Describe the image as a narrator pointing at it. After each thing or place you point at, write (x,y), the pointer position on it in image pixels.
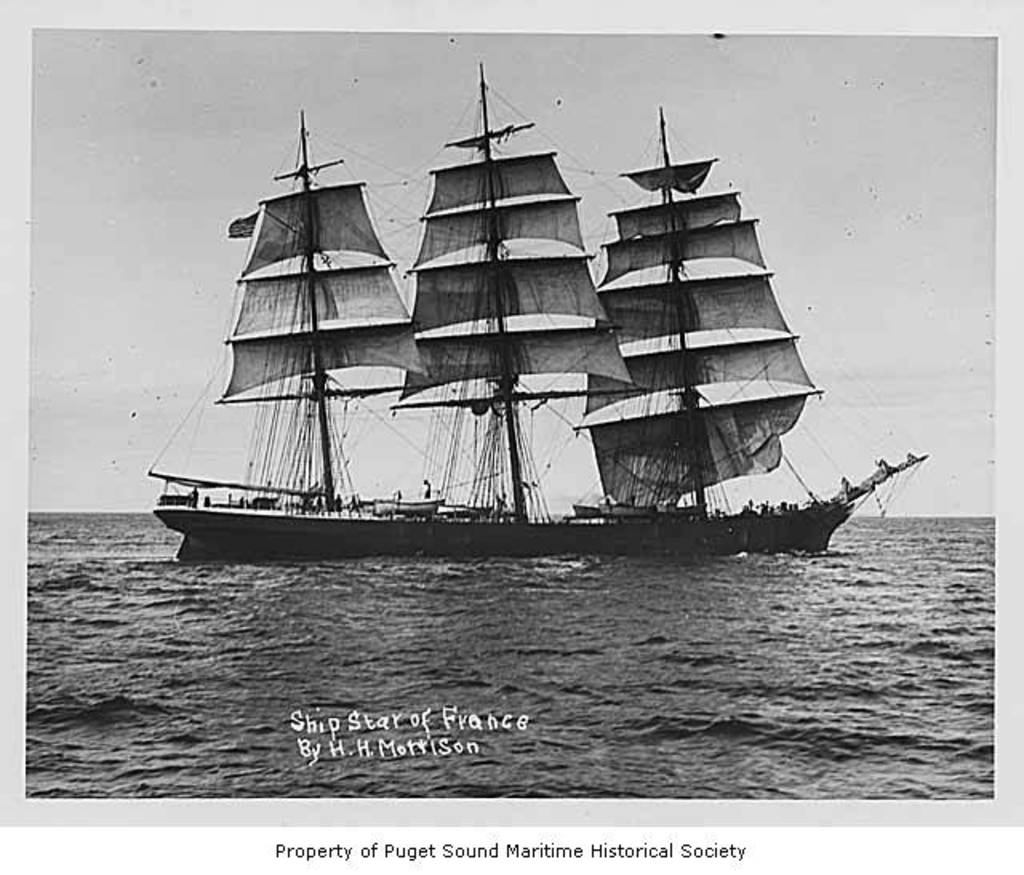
This is an edited image with the borders (770,854). In the center of this picture (374,356) we can see a boat (372,549) in the water body (490,620). In the background (835,277) we can see the sky (141,249). At the bottom (477,731) we can see the text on the image and we can see some other objects (464,513).
